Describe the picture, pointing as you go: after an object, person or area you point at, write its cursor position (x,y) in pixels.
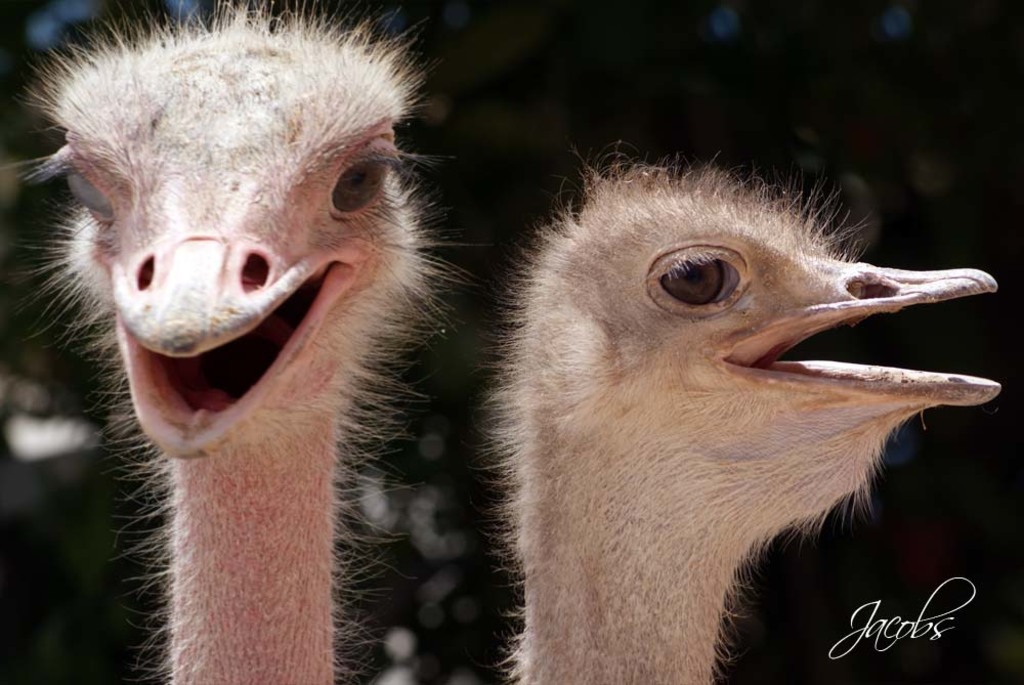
In this image I can see two ostrich (690,479). In the background (596,54) it is blur. At the bottom right side of the image (933,616) there is a watermark (920,627).
